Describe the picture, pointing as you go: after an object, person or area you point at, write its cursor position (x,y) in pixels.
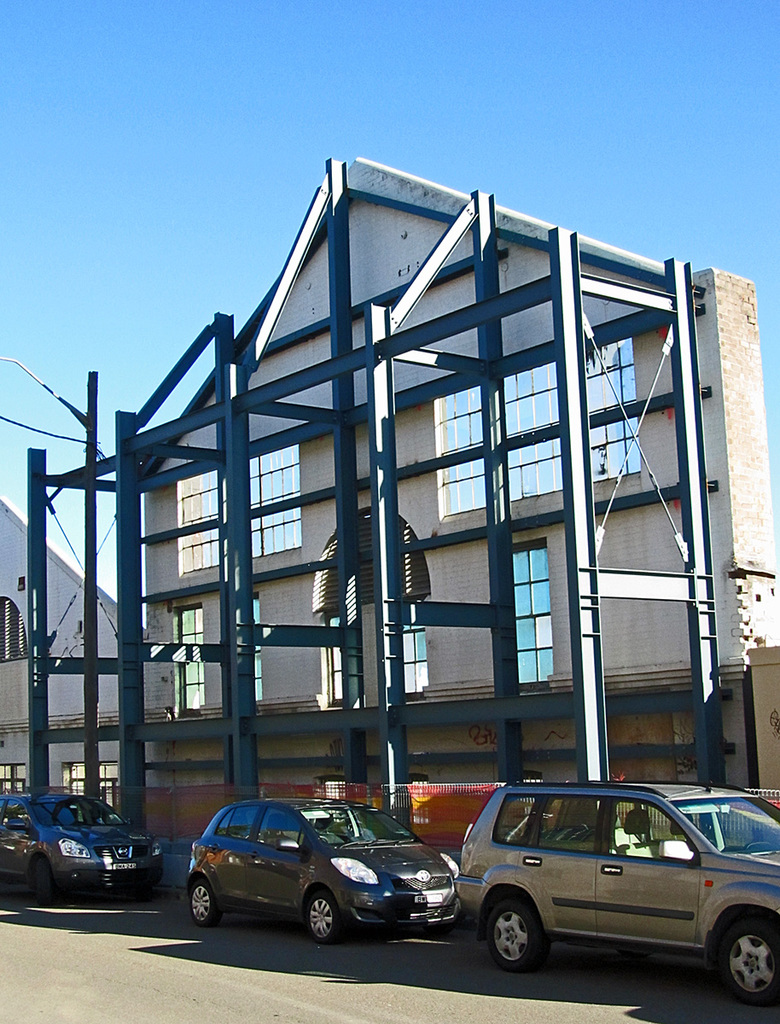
This image consists of a building (417,534) along with rods (396,541). There are three cars (241,872) parked on the road (210,989). At the bottom (97,995), there is road (180,1023). To the top (320,73), there is sky (320,73) in blue color.
